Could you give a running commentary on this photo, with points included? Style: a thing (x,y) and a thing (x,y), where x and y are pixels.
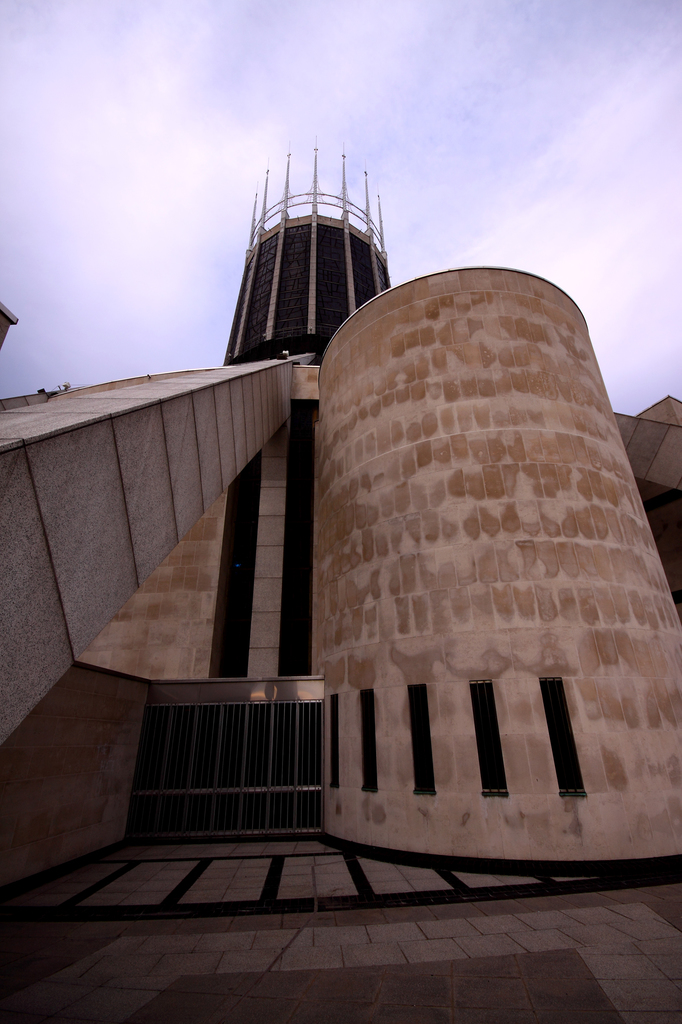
In this picture there is a building (325,774). In the foreground (155,796) there is a railing (312,786). At the top (426,187) there is sky (432,121) and there are clouds (480,160).
